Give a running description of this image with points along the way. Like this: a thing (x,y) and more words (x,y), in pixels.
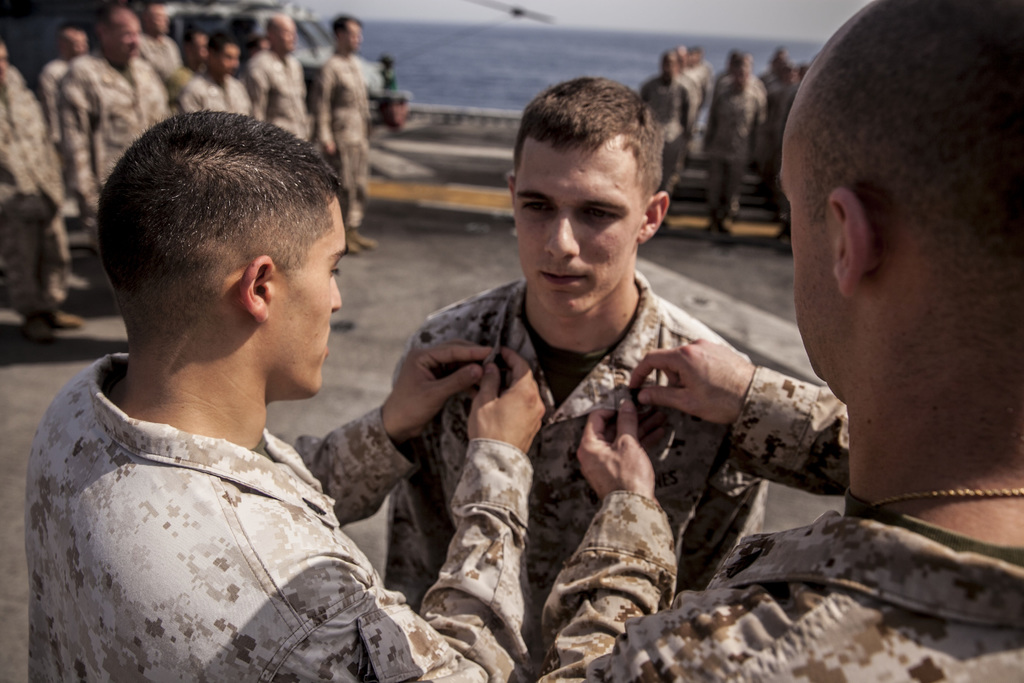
This picture describes about group of people (639,380), they are standing on the ship (492,157), and also we can see a helicopter (331,31) on the ship (403,136), and the ship (437,180) is in the water (646,65).
